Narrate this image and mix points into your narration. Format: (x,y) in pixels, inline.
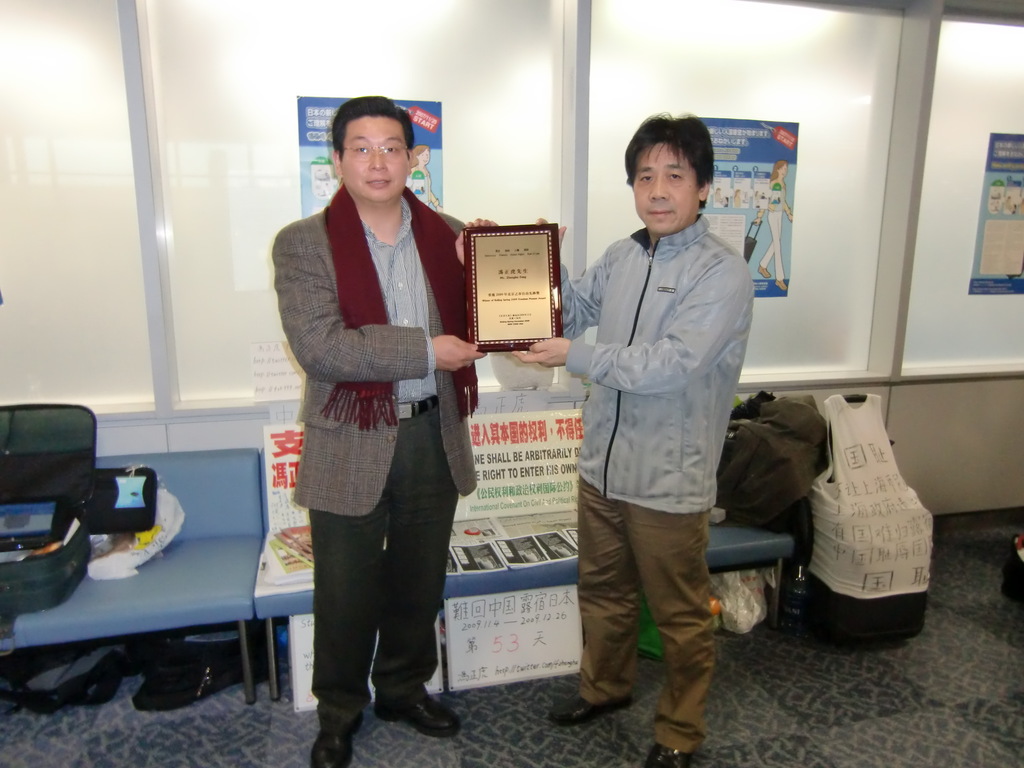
On the background (782,135) we can see posters (1021,177) over a window glasses (618,127). Here we can see both men (654,302) holding a award (560,301) in their hands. Behind to them we can see chairs (472,587) and on the chairs (151,595) there is a luggage bag (58,474) and a backpack (765,480). On the floor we can see a luggage bag (873,619).
